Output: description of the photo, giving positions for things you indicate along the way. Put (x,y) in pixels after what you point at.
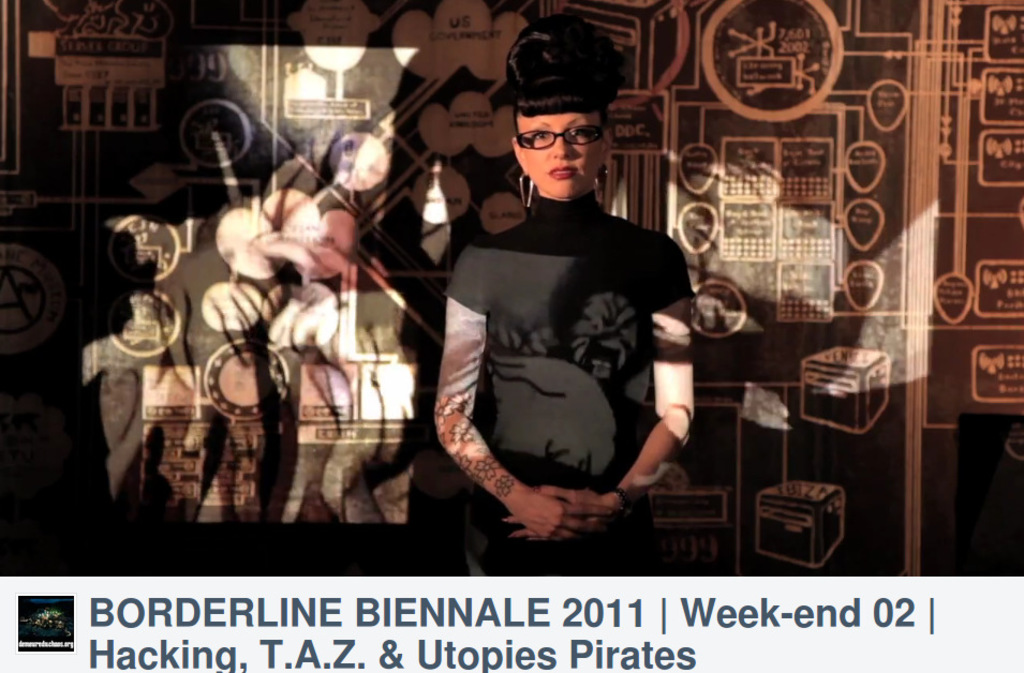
In this image there is a woman (580,172). Behind her there is a wall (214,383) with paintings (238,198) and text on it. There is some text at the bottom of the image (559,613).
